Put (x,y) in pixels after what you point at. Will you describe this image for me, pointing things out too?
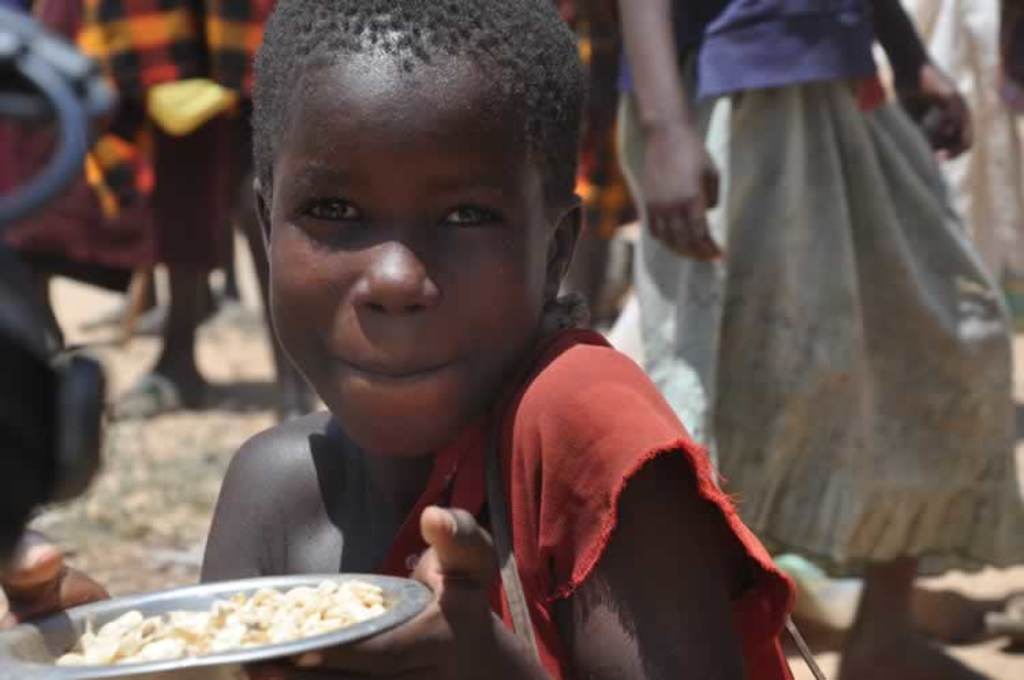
In this image I can see a person (441,383) wearing red color dress (555,432) is holding a plate (414,593) with food item (254,616) in it. In the background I can see few other persons (703,128) standing.
